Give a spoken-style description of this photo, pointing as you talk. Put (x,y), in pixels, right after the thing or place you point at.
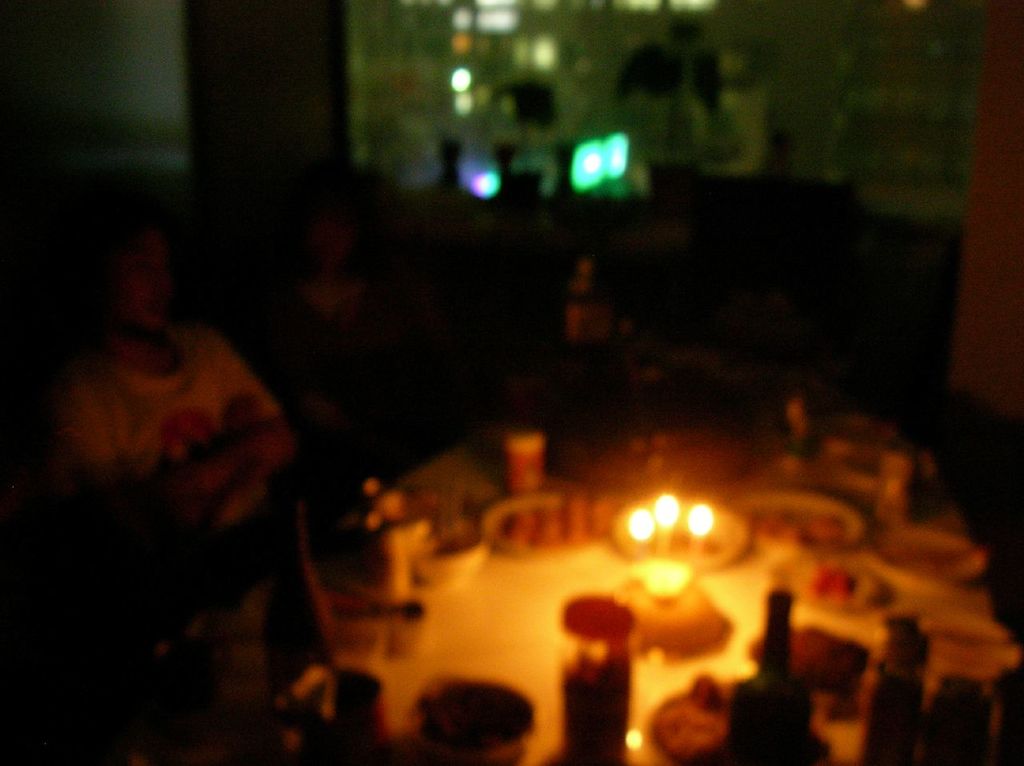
In this picture I can see few people (265,393) seated and I can see food (465,700) in the bowls (514,737) and I can see glasses (575,711), bottles (777,718) and few candles (664,524) on the table (740,507) and the picture is taken in the dark.
